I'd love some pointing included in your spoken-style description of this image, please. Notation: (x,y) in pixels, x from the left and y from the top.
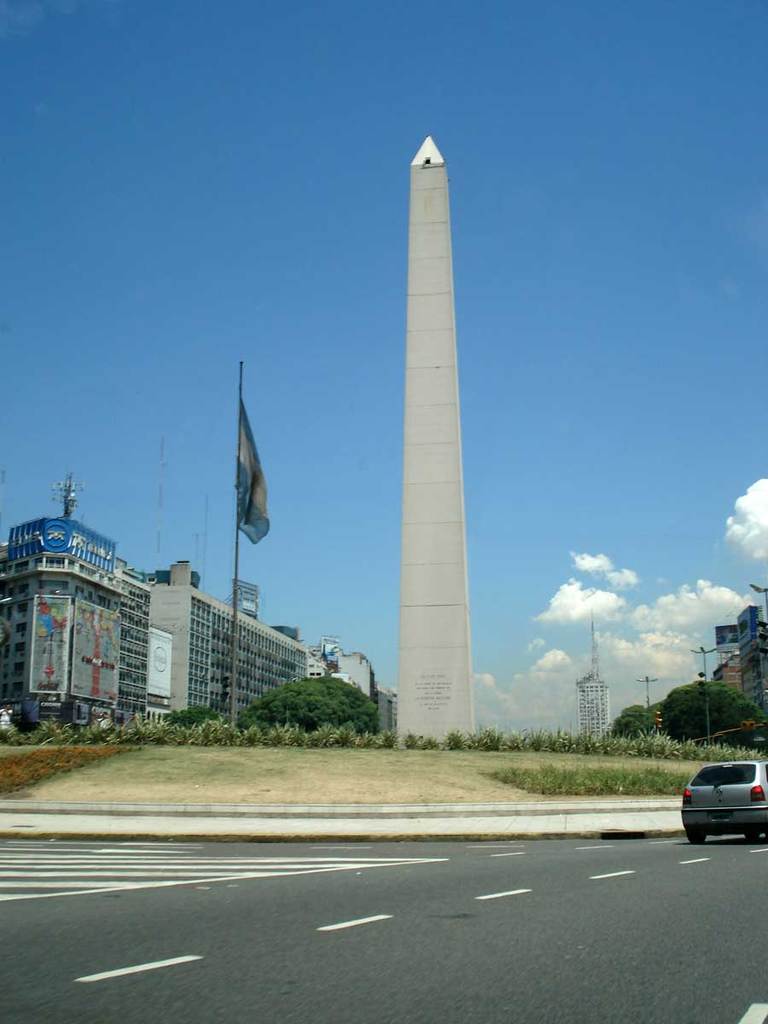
In this picture, we can see a few buildings (143,639) with windows (253,641), we can see an architecture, we can see the ground (623,762) with grass (447,799), plants (707,757), trees (287,720), poles (714,737), flags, lights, and we can see the road (722,906), and the sky (651,576) with clouds (578,663).
